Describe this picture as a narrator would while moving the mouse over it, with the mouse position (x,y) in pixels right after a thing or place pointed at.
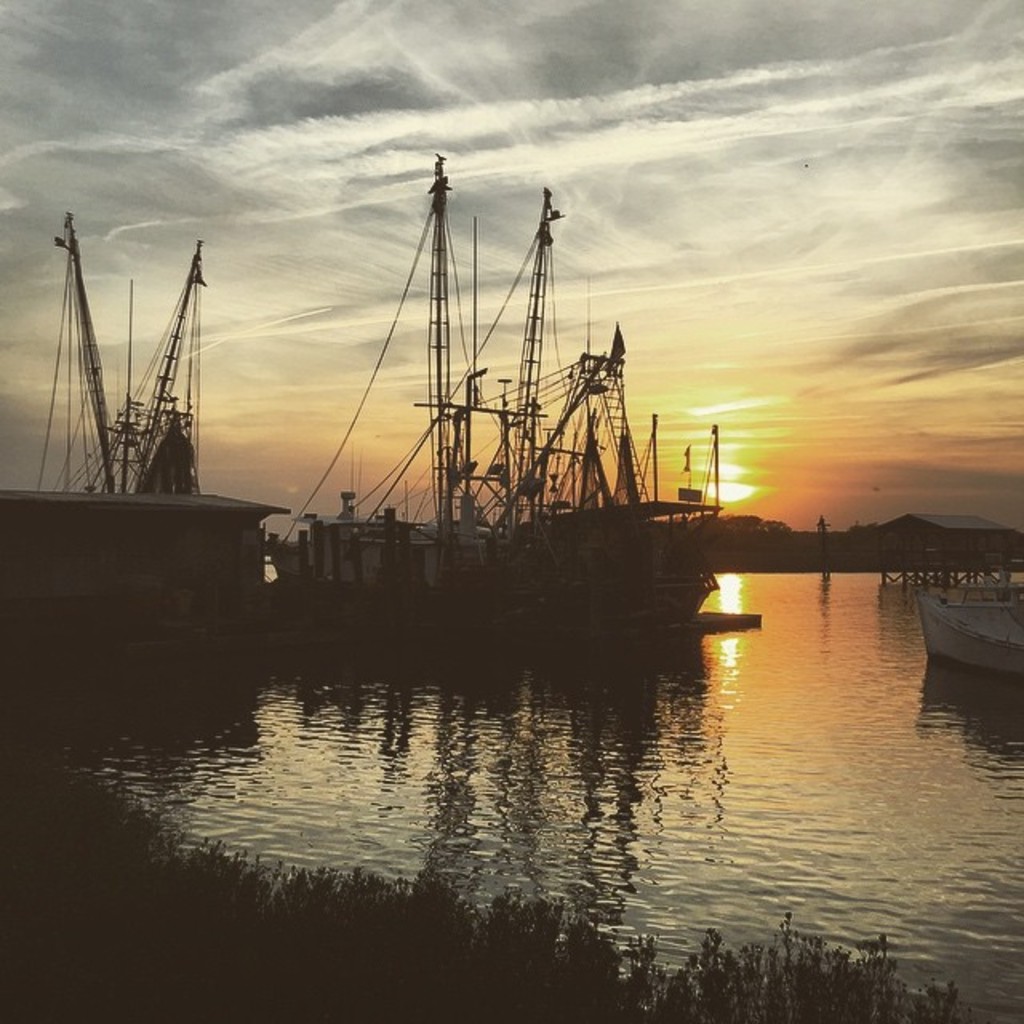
In this image there is the sky (686,197) truncated towards the top of the image (527,104), there is the sun (739,489) in the sky (820,420), there is a building (957,523), there are trees (783,530), there is water (818,795), there are ships (487,412) in the water (694,773), there is a building (148,562) truncated towards the left of the image (68,557), there are plants (364,905) truncated towards the bottom of the image (457,940), there is an object (980,602) truncated towards the right of the image (984,621).
